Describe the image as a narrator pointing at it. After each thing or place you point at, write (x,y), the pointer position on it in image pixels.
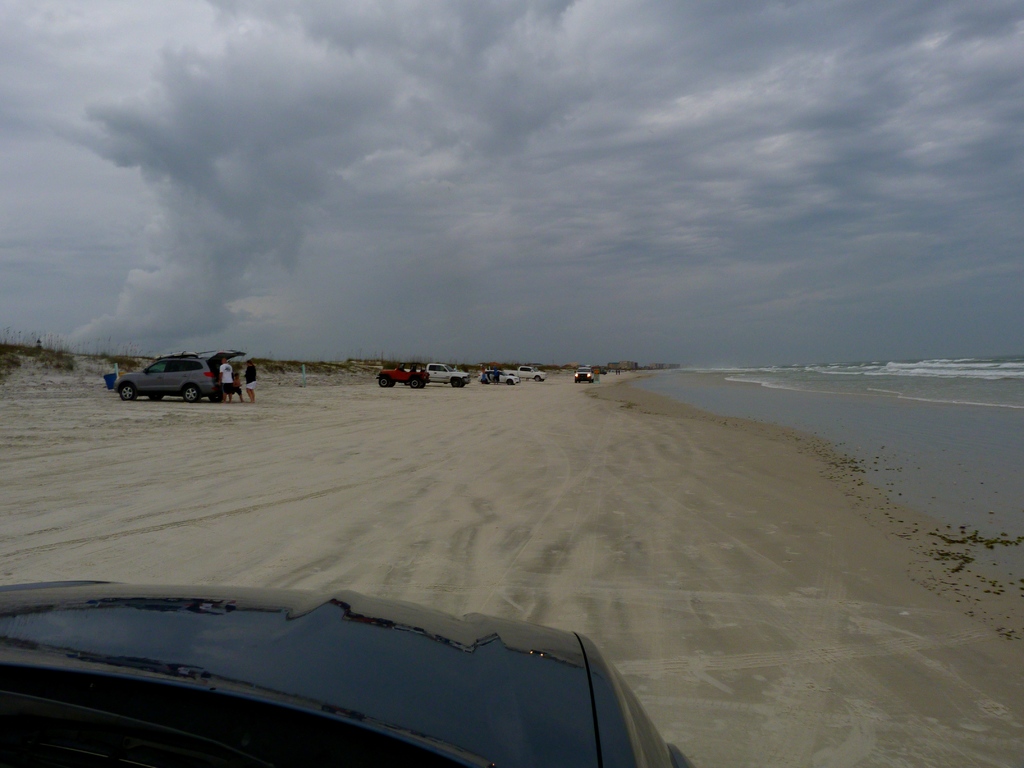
There are few vehicles (414,386) and there are water (874,387) in the right corner (900,383) and the sky (516,189) is cloudy.
